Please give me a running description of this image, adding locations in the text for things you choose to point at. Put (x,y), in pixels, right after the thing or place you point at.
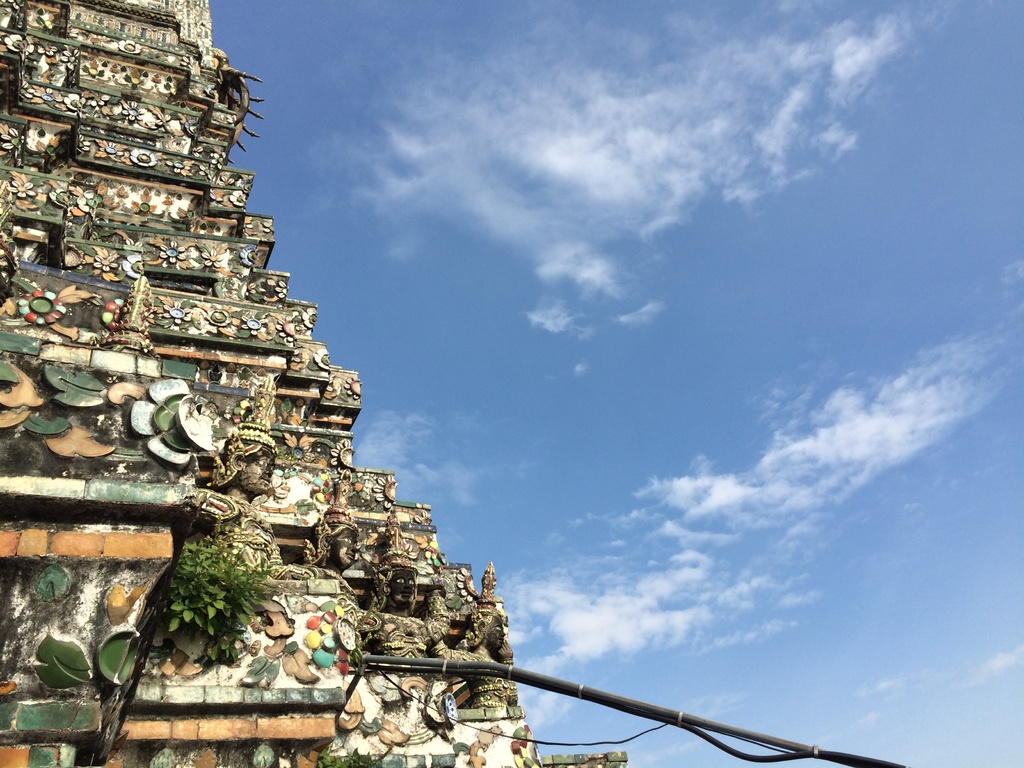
This picture is clicked outside. On the left (185,110) we can see the building (500,720) and we can see the sculptures (478,685) of persons (351,533) and sculptures (221,443) of some other objects (74,394) and we can see the green leaves (209,603) and we can see the cables (822,752). In the background (624,285) there is a sky (590,223) with some clouds (714,563).
